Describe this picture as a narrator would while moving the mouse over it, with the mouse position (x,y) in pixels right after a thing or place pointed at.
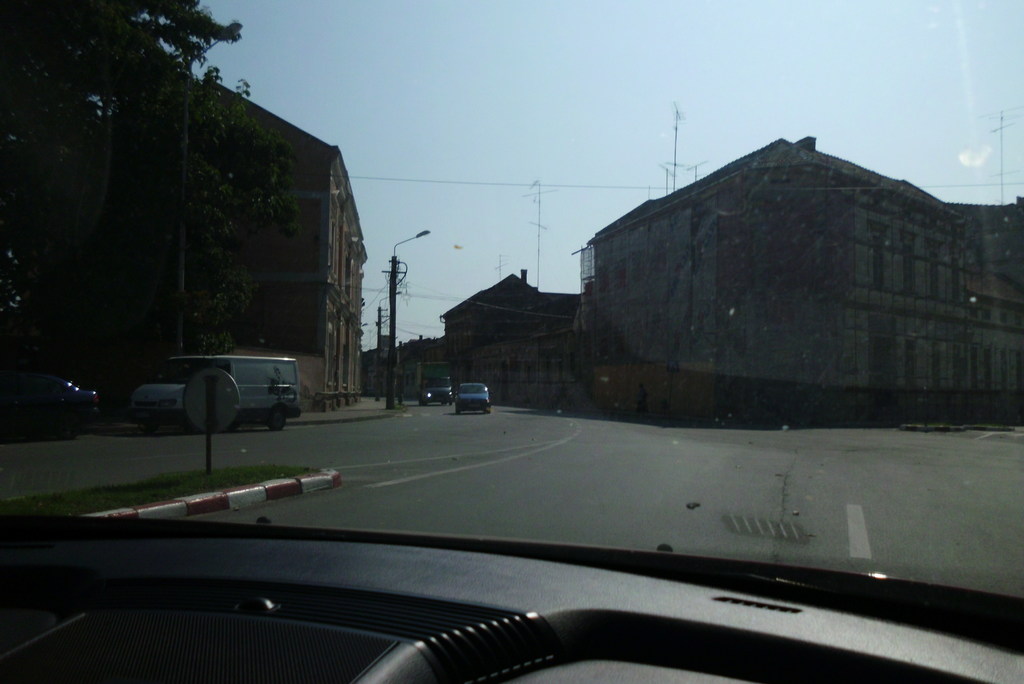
In this image we can see the car windshield (137,469) through which we can see the road (616,450), vehicles (246,415) moving on the road (509,406), caution board (204,424), buildings (329,400), current pole (392,385), wires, light poles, trees (206,306) and the sky (644,198) in the background (499,116).
